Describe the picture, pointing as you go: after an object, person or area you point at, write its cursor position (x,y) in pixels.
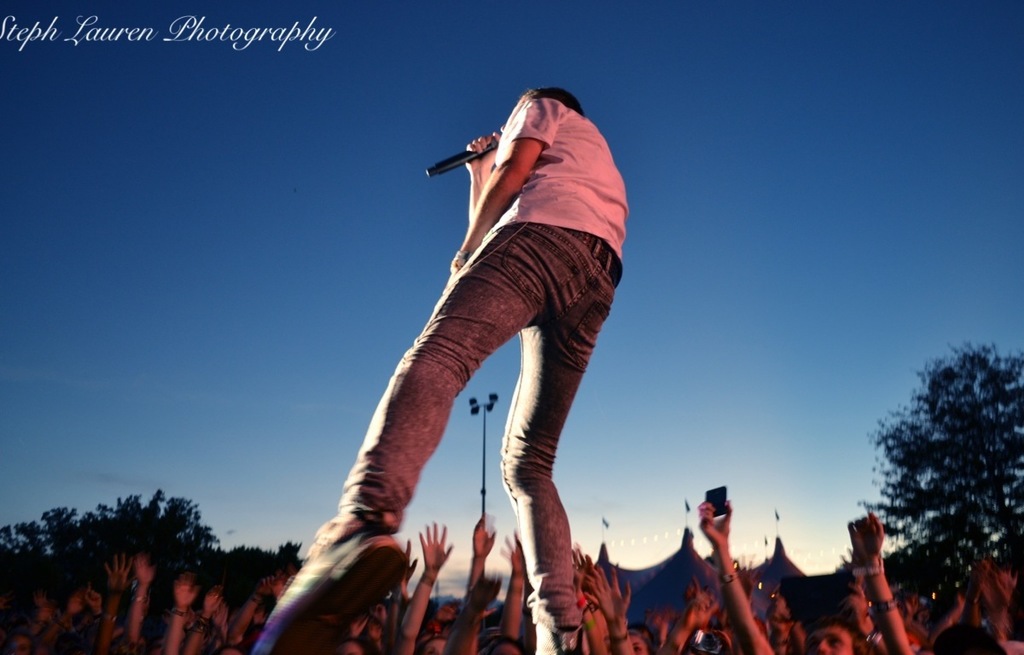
In this picture we can observe a person (528,578) standing on the stage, holding a mic (487,153) in his hand (487,170). There are some people (427,618) standing on the land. We can observe a pole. There is a watermark (247,46) on the left side (283,37). In the background (120,521) there are trees (1022,453) and a sky (756,268).
